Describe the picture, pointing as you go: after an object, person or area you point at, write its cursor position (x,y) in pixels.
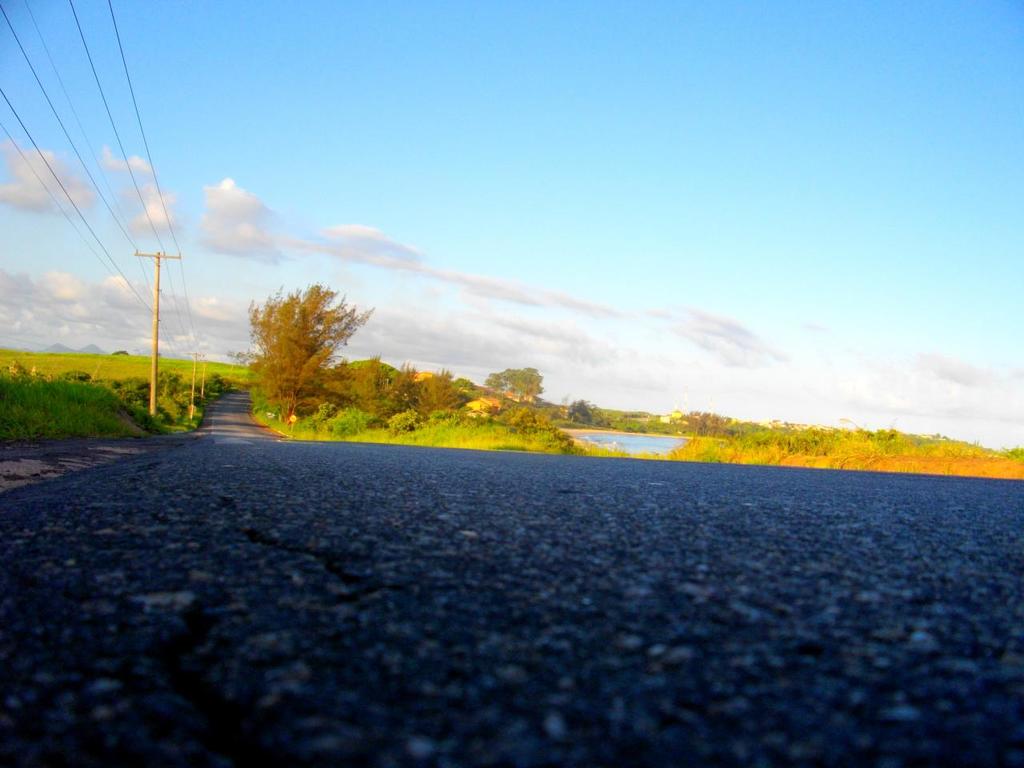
In this image we can see road (241,466). In the background (153,387) there are poles (156,374), wires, trees (424,415), plants (258,388), water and clouds (177,318) in the sky (371,240).
